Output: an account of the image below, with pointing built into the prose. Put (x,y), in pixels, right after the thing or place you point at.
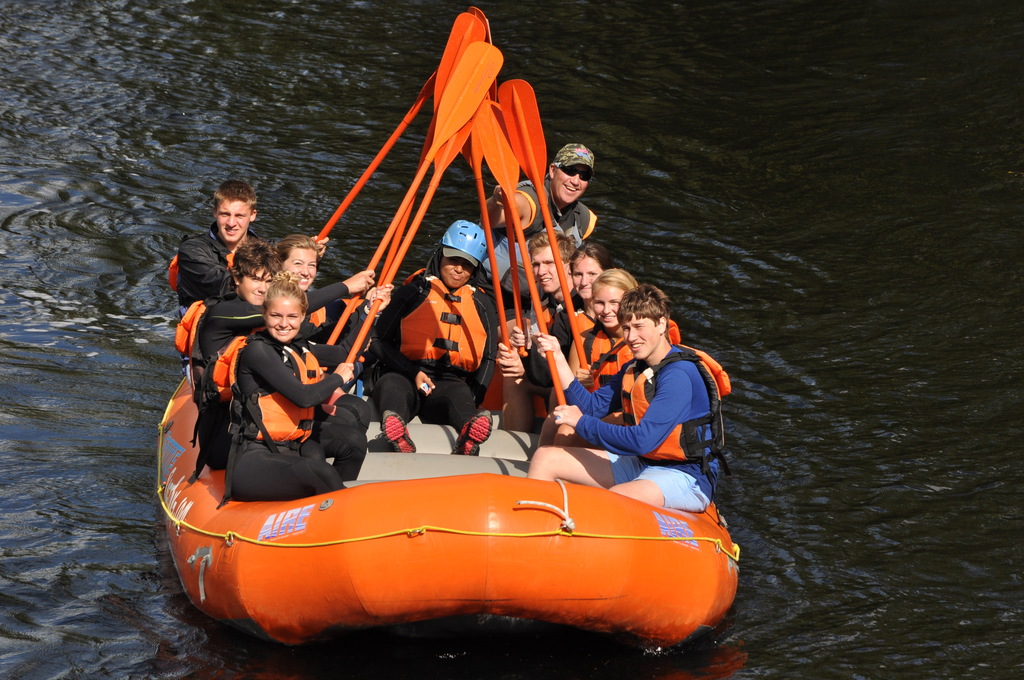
In this image I can see a group of people (564,331) are boating in the water (61,279). This image is taken may be during a day.
